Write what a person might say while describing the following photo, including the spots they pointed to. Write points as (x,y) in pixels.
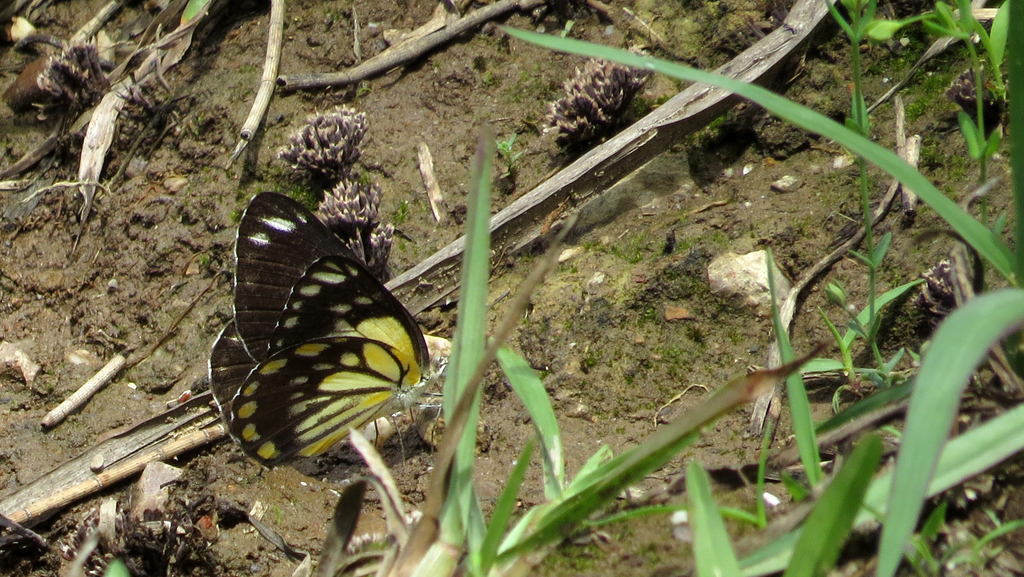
There are leaves (520,291) and a butterfly (355,316) in the foreground area of the image (466,274), there are flowers (586,112) and dry stems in the background (600,104).
